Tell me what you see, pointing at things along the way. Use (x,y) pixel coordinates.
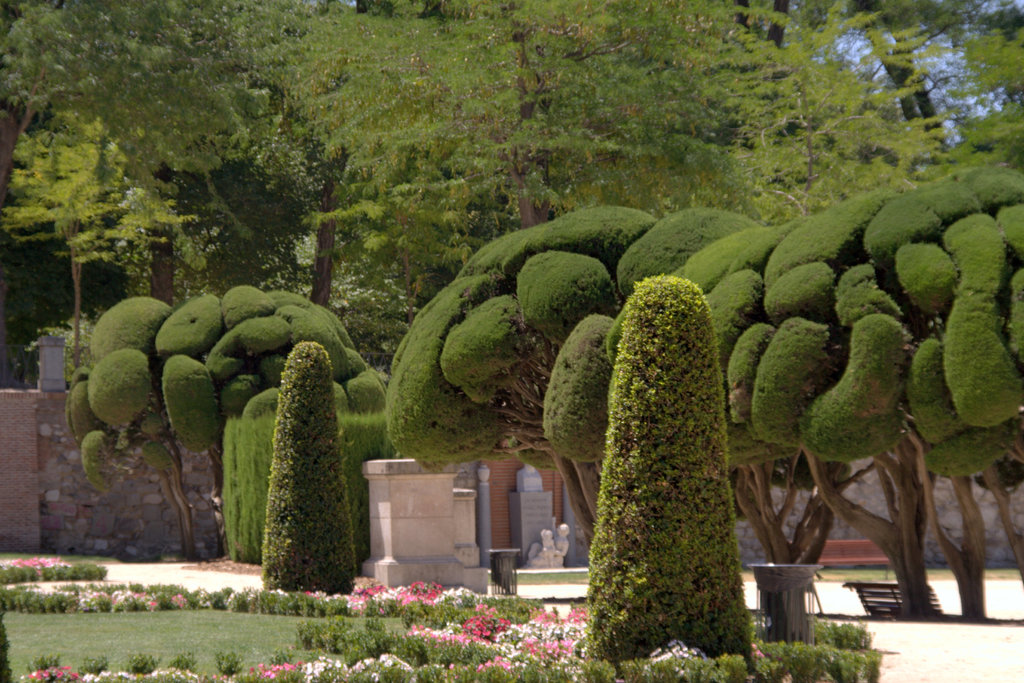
This is grass (201,638). There are plants (48,604) and flowers (491,615). Here we can see trees (403,430), wall (108,527), bench (855,582), statues (541,514), and sky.
